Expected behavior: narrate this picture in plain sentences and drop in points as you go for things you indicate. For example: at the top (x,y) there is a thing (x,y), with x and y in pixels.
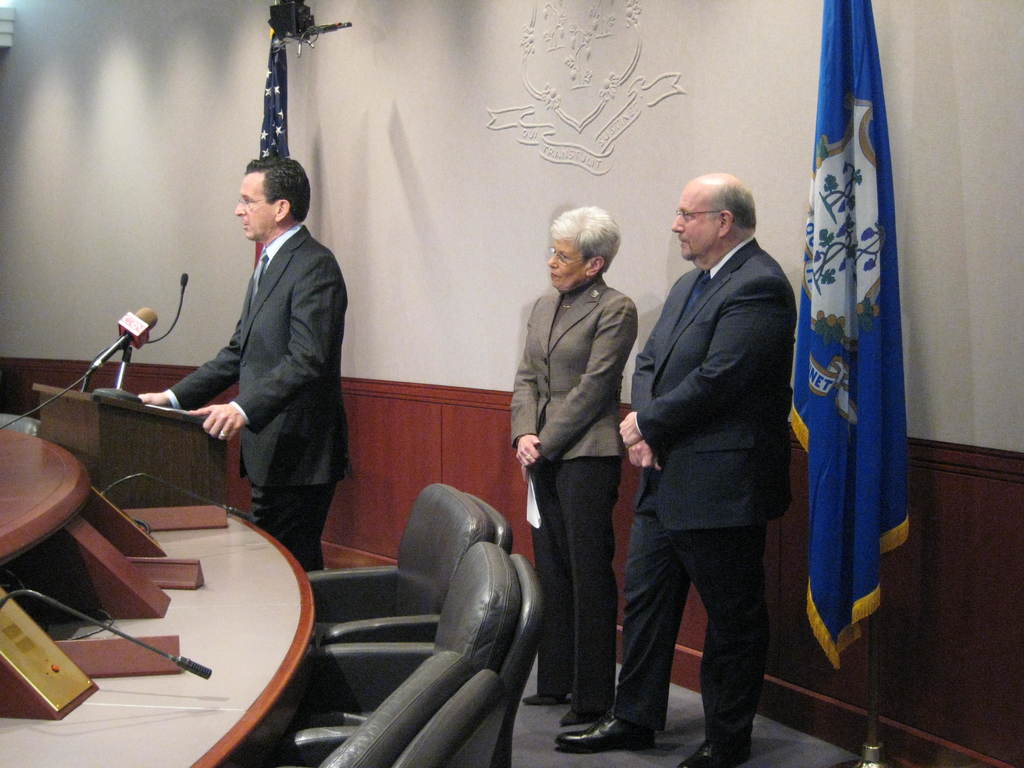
In this picture there is a man (276,333) wearing a grey suit (276,333) is standing. There is a woman (565,344) and another man (683,383) is also standing. There is a flag (889,359). There is a chair (504,607) and a mic (162,650).
